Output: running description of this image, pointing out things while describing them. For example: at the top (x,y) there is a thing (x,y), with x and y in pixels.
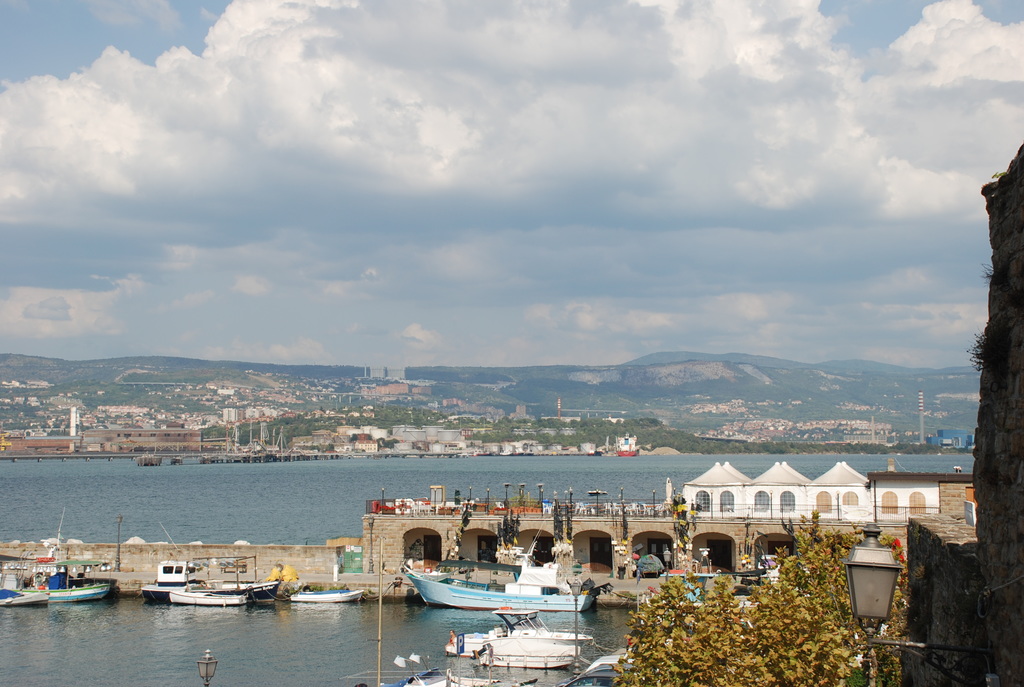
In this image at the bottom (197,611) there is a river (203,494), in that river (99,601) there are some boats (203,589) and some buildings (536,522). At the bottom (650,623) there are some trees (833,601), light (886,589) and some buildings (796,518). And in the background (287,403) there are some mountains (625,401), houses (846,422), trees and some poles (79,414). On the top of the image (520,124) there is sky (862,236).
